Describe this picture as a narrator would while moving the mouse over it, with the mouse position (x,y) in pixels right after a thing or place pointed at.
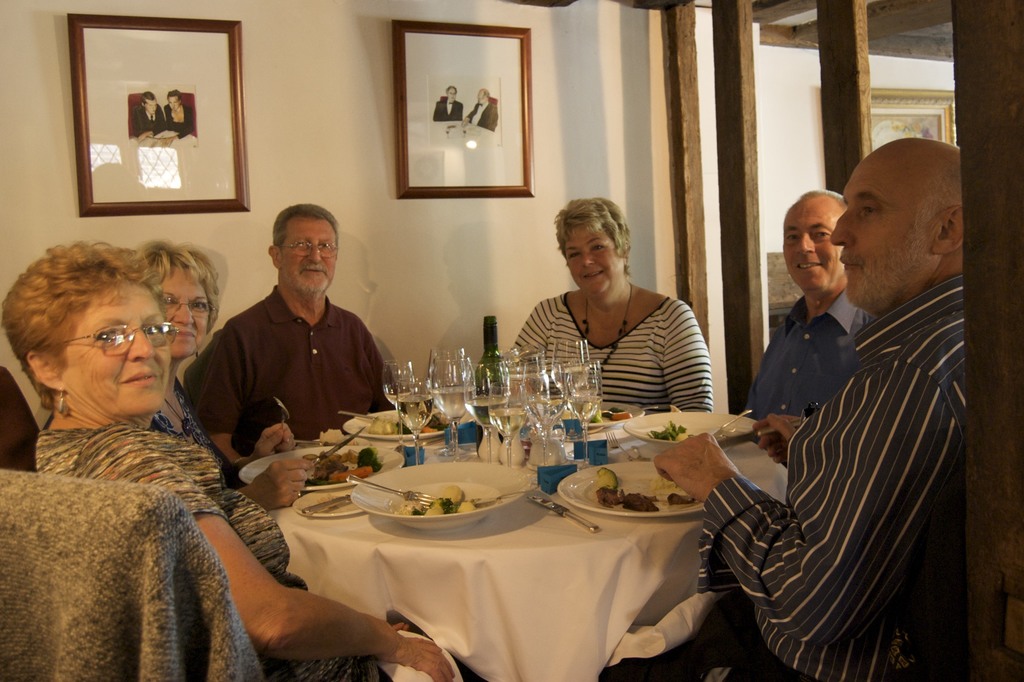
in the image we can see few persons (805,334) were sitting on the chair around the table (558,540) and they were smiling. On table (527,496) we can see plate (649,424), fork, wine bottle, wine glasses (499,387), knife (568,515), napkin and some food items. On the left (103,563) we can see cloth (18,547) on the chair (131,547). In the background (499,101) there is a wall (806,113) and photo frames (445,118).
